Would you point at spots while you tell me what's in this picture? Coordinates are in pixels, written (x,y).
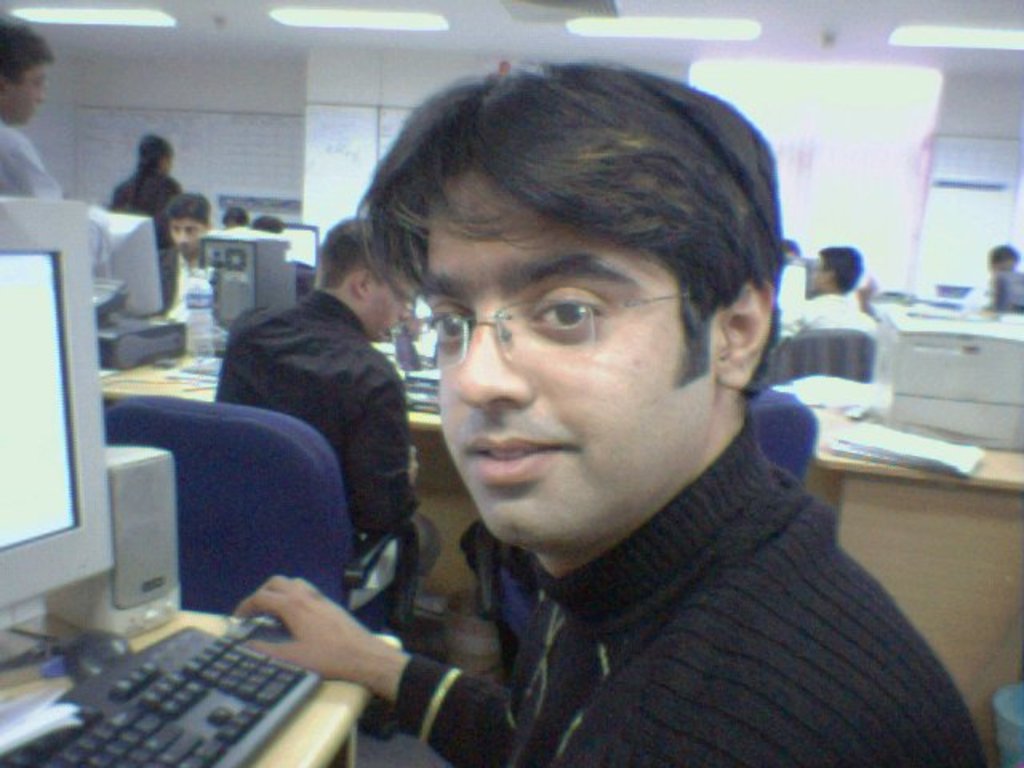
In the image there is a man (595,420) in black shirt (605,663) sitting in front of table (308,721) with a computer (8,231), keyboard (240,690), mouse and speaker (166,577) on it, behind it few other people (168,148) sitting in front of desktop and above there are lights (137,18) on the ceiling (499,36).
